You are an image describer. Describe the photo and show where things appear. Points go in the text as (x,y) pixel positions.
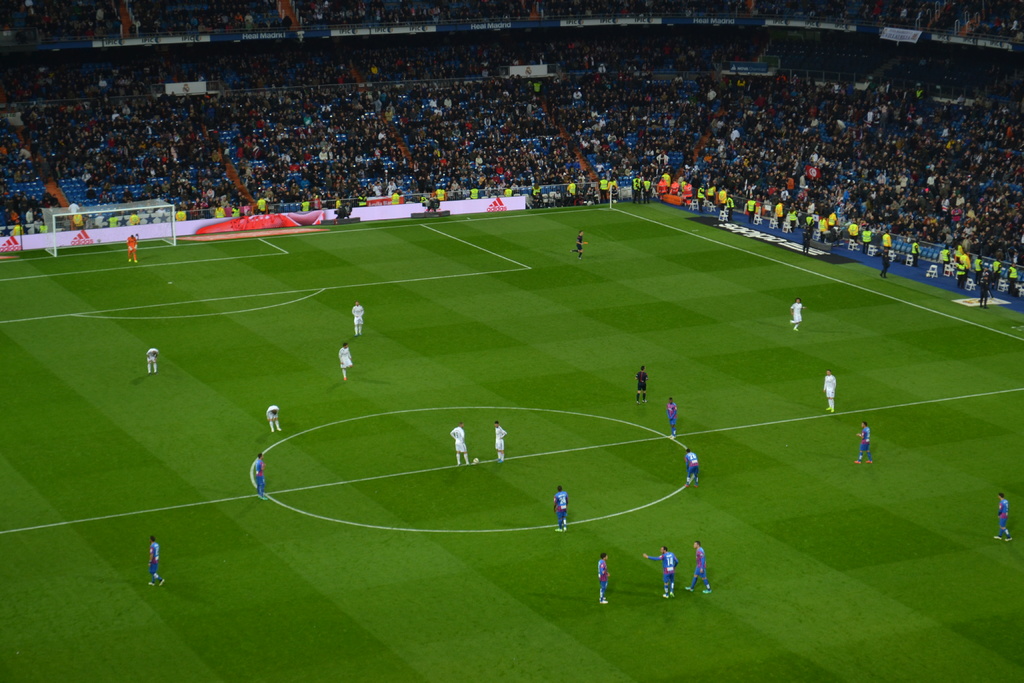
In the center of the image (675,409), we can see people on the ground (561,541) and there is a ball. In the background (69,216), there are poles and we can see a fence (551,190), some objects (265,218) and there is crowd (534,78).
